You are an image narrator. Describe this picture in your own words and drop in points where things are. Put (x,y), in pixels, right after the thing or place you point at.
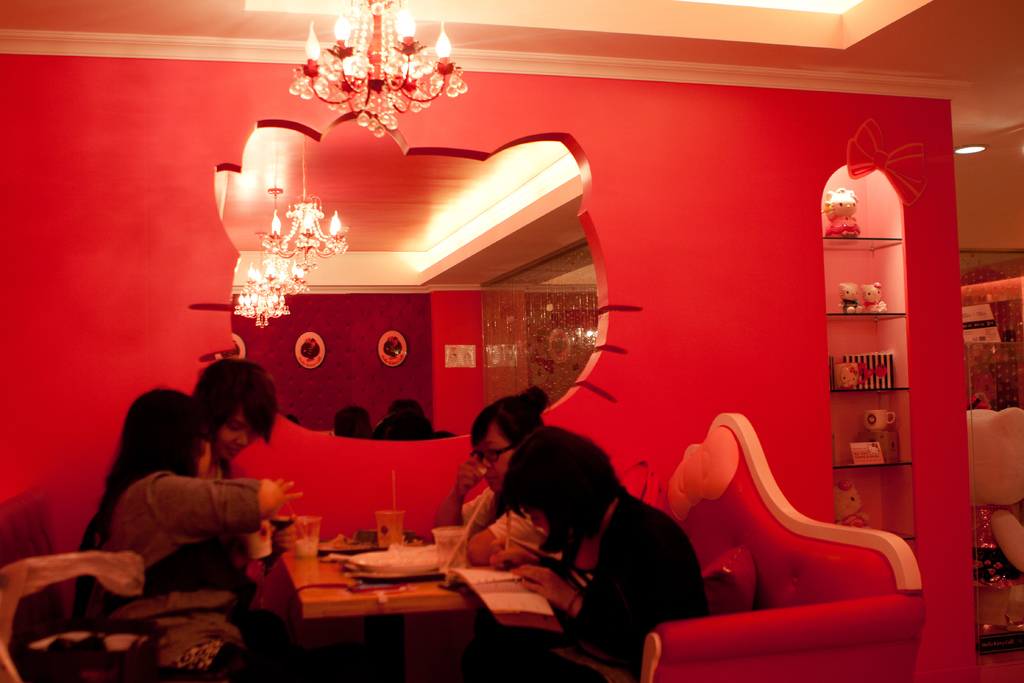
In this picture there are four people (488,481) with a glass mirror (332,384) on back side of the table (323,591).
